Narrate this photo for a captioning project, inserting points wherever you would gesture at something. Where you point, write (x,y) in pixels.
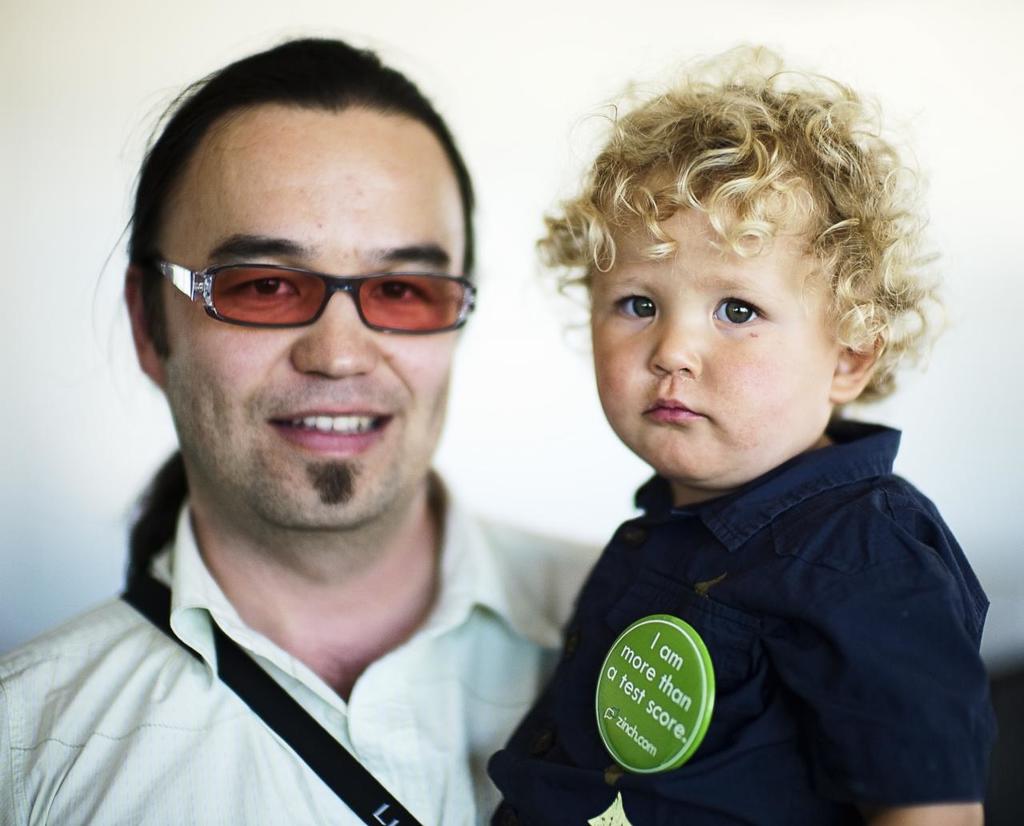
Here I can see a man (310,619) wearing a shirt (144,727), carrying a baby (791,448) and smiling. Both are looking at the picture. The background (59,451) is in white color. There is a green color badge (636,705) to the baby's dress (735,608). On the badge (668,724), I can see some text (656,703).
